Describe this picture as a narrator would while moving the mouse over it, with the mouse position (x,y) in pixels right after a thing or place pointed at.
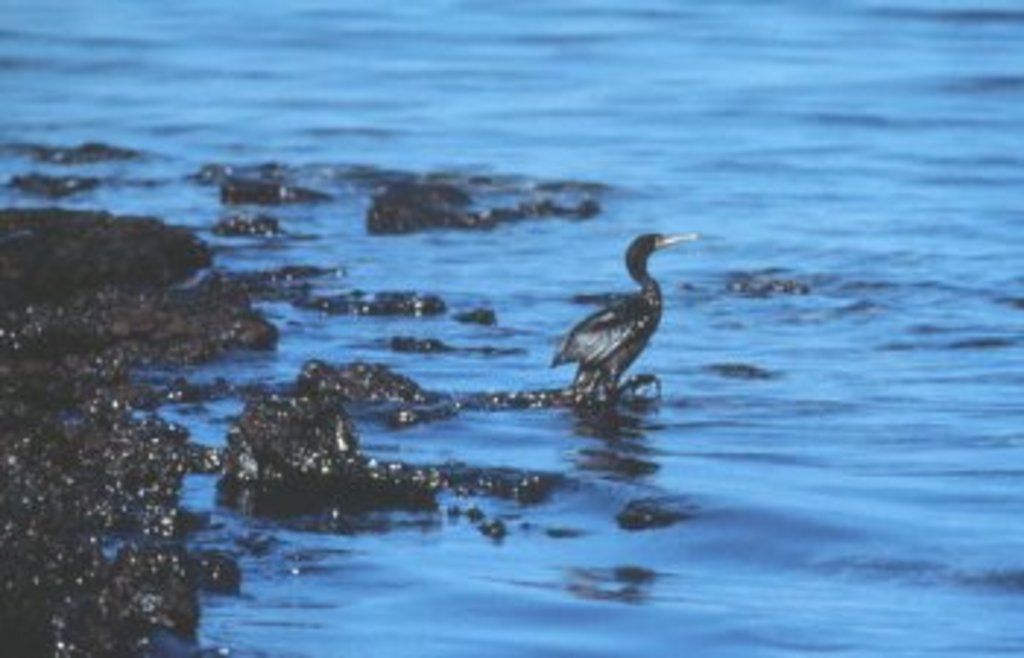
In this image we can see there is the bird (589,331) in the water (691,156) and at the back (161,346) there are stones (146,331).
